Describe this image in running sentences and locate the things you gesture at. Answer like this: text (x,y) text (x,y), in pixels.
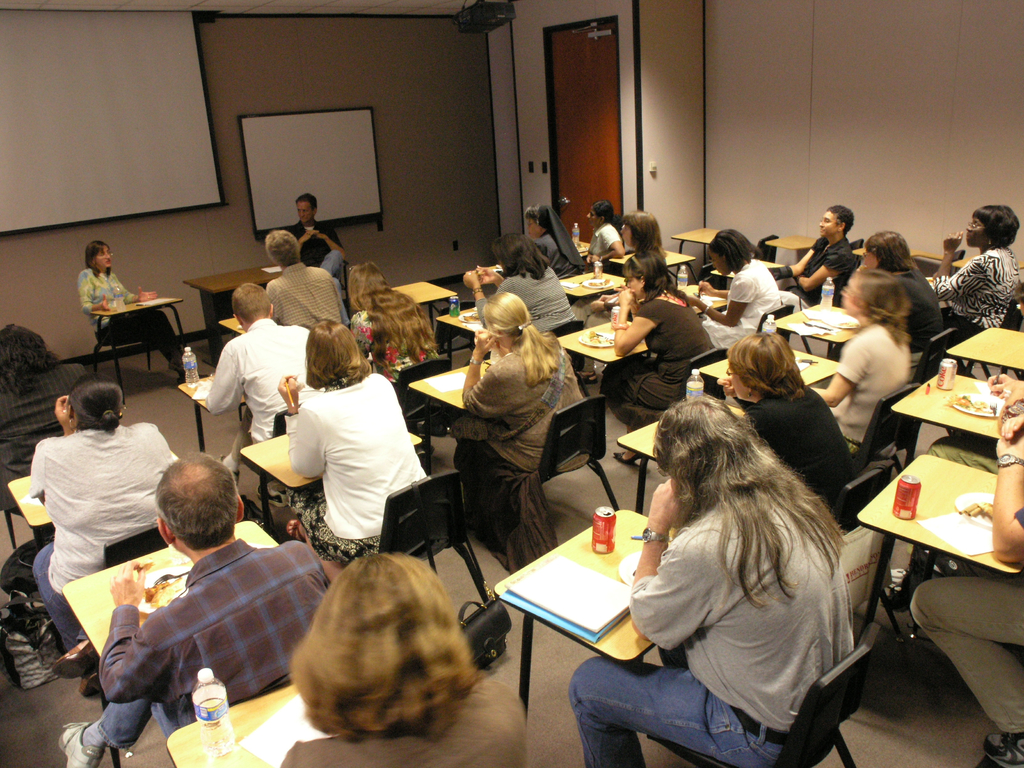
This image consists of many people (787,716) sitting in the classroom (432,600). There are many benches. In the background (362,111), there is a wall (69,237) on which projector screens (293,181) are fixed. To the right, there is a door (575,163). At the bottom (572,721), there is floor (549,716).
